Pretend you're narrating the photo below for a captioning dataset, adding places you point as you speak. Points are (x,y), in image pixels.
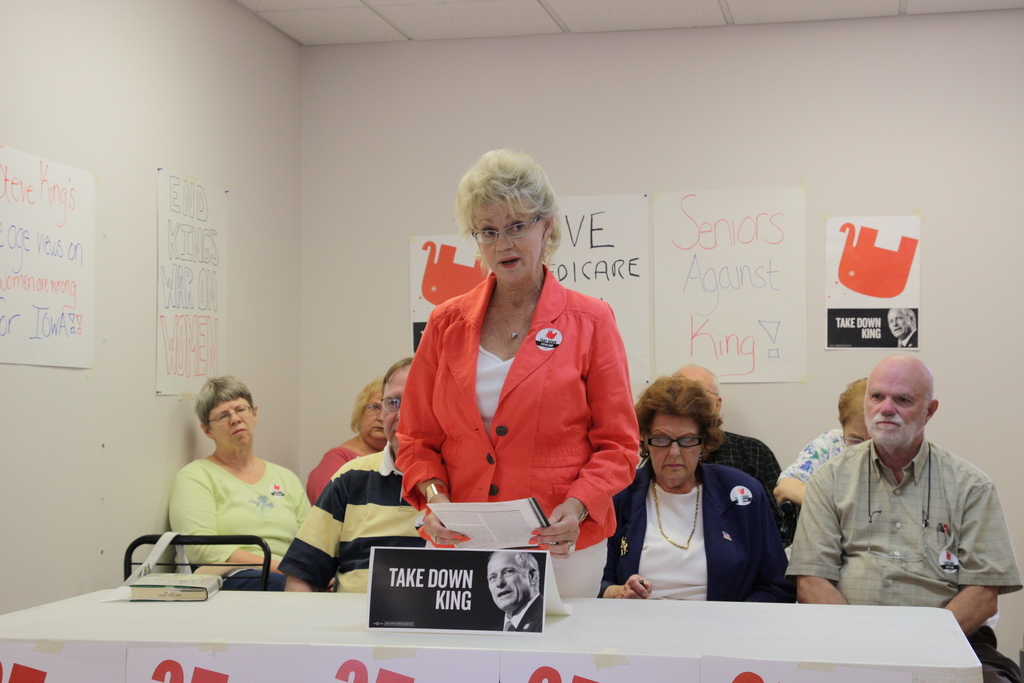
In this image I can see few people (458,359) where a woman (516,267) is standing and rest all are sitting. here on this table (356,606) I can see a board (391,591) and a book (163,583). On these walls (163,141) I can see few posters (5,332).
